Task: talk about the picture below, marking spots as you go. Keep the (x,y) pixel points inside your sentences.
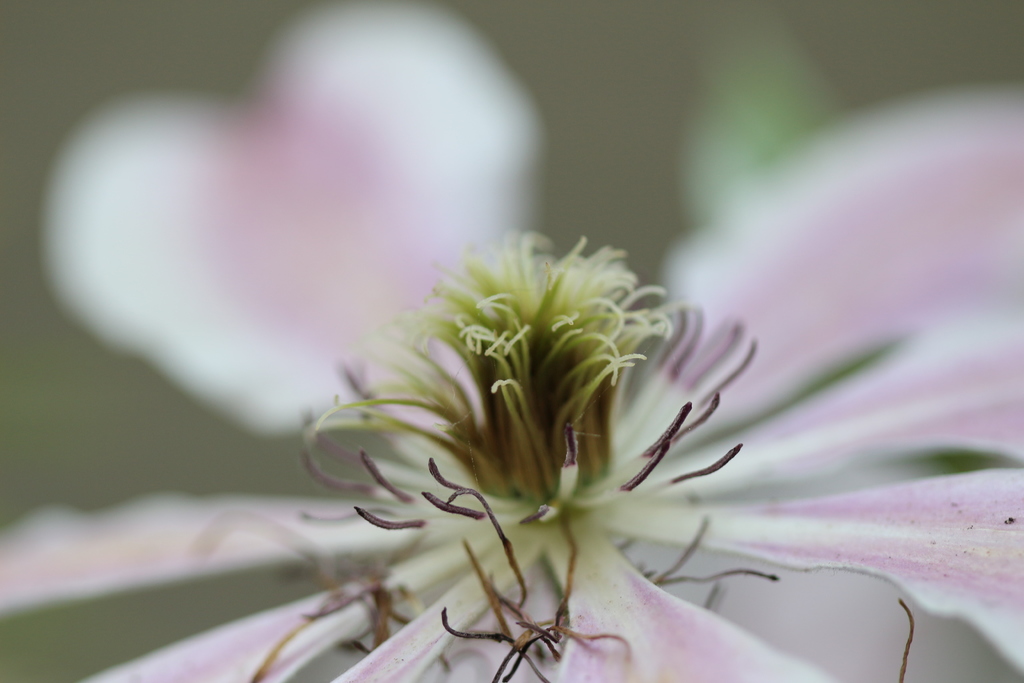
In this picture we observe a beautiful white and pink flower (325,530) whose petals (450,606) are opened.
